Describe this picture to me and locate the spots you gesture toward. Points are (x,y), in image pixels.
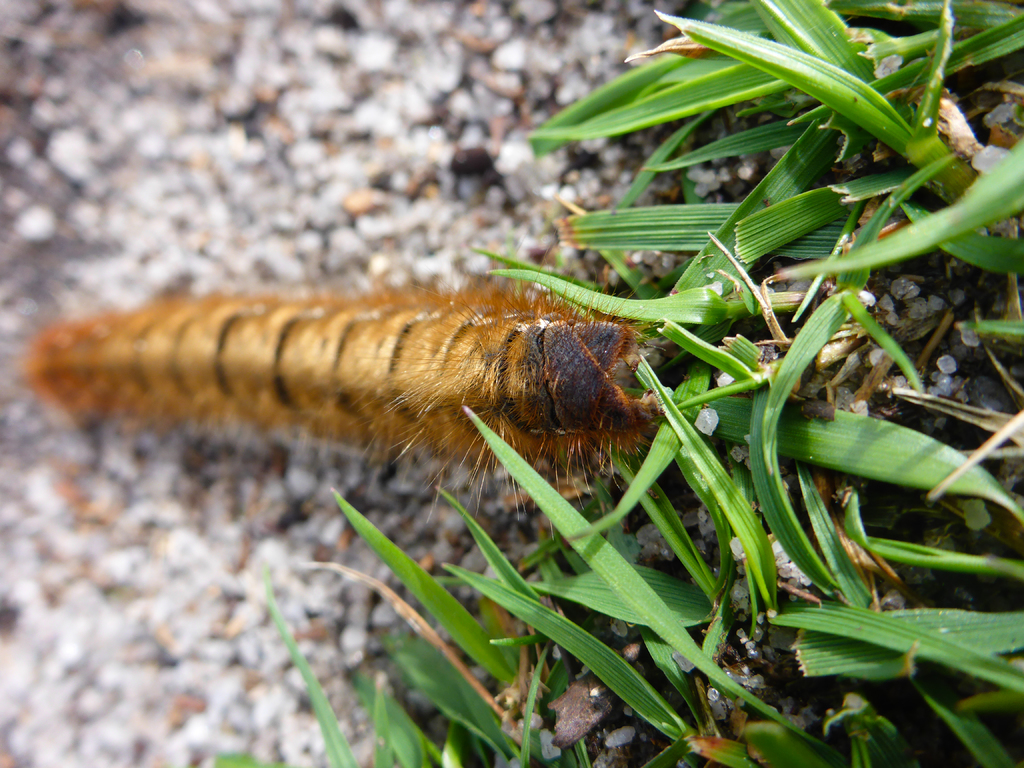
In this image we can see a caterpillar (163,417) on the ground (126,430). On the right side (731,475) we can see plants (724,579).
